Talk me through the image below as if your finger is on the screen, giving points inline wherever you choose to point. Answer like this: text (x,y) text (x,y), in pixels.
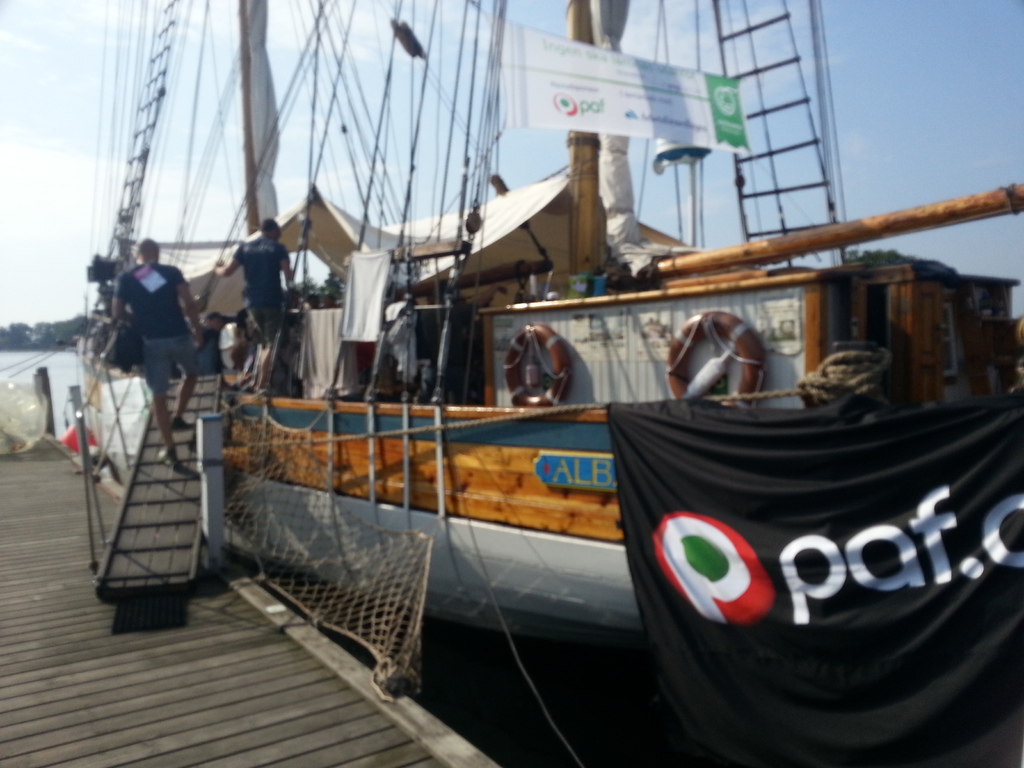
In the picture I can see the sailing ship (435,294) on the right side (769,270). There is a wooden bridge (286,618) on the left side (10,709). I can see two men (178,417) getting on the ship (348,367) with the help of a wooden block (163,490) which is on the wooden bridge (213,580). There are clouds (85,69) in the sky (118,95). This is looking like a banner (540,82) at the top of the image (599,75).
